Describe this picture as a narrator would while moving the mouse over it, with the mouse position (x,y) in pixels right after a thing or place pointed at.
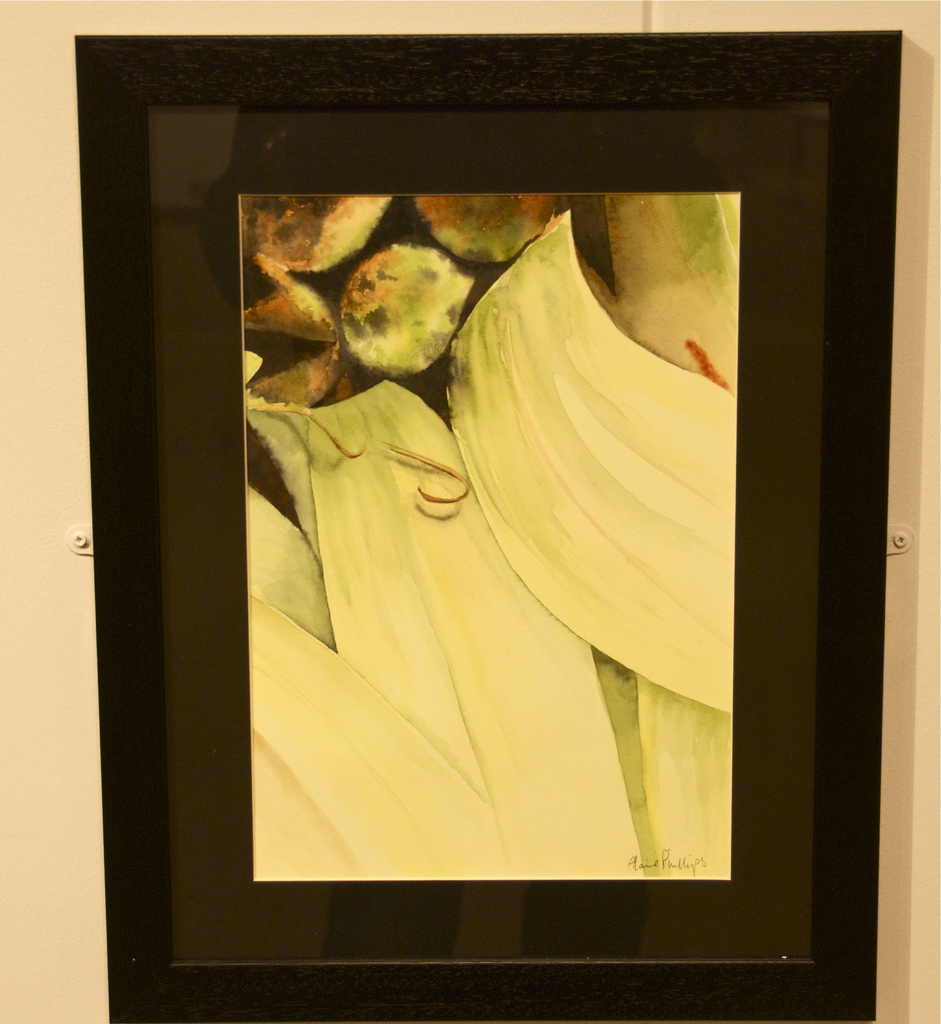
In the image we can see the frame (139,235) and in the frame (121,325) we can see the painting (354,590) of the leaves (424,688).
